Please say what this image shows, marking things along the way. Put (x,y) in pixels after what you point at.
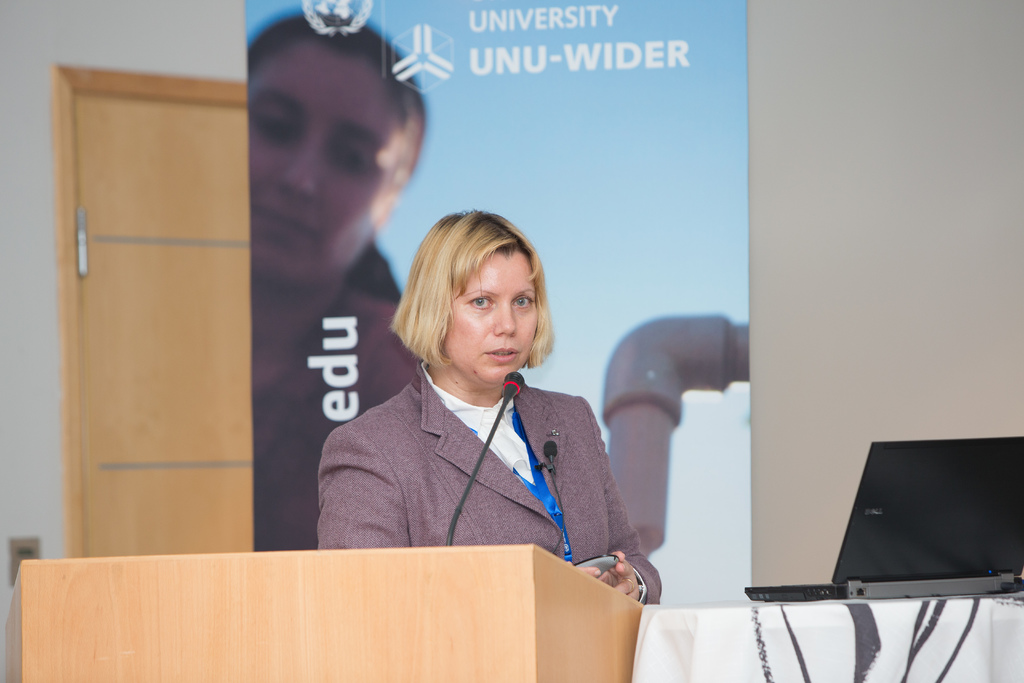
In this image there is a woman (561,535) standing and holding an object (598,566). On the table (525,612) there is a mic (516,392) and a laptop (840,582) on the other table (888,635), behind the woman (600,539) there is a banner (516,202) with an image (355,246) and some text (610,23) on it, behind the banner (593,141) there is a door (121,352) and a wall (854,285).
